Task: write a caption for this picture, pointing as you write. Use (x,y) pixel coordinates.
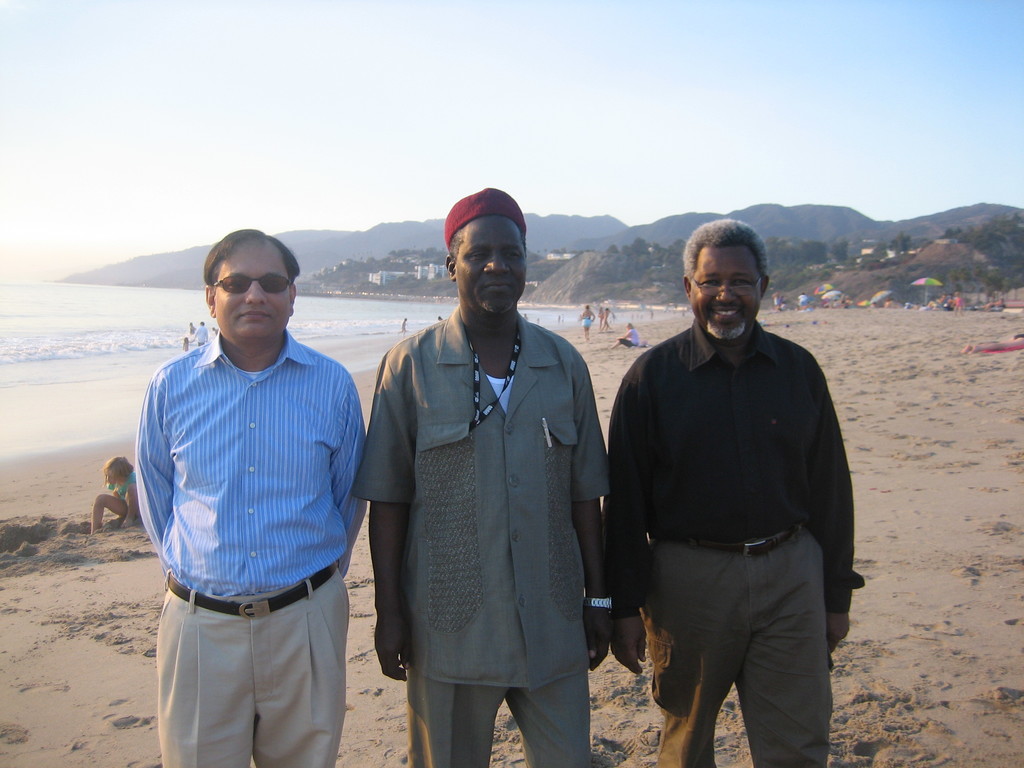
In this image we can see men (476,485) standing on the seashore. In the background (114,478) we can see people (111,460) sitting and standing on the seashore (138,597), sea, hills (632,266), buildings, parasols (881,291) and sky (443,64).
